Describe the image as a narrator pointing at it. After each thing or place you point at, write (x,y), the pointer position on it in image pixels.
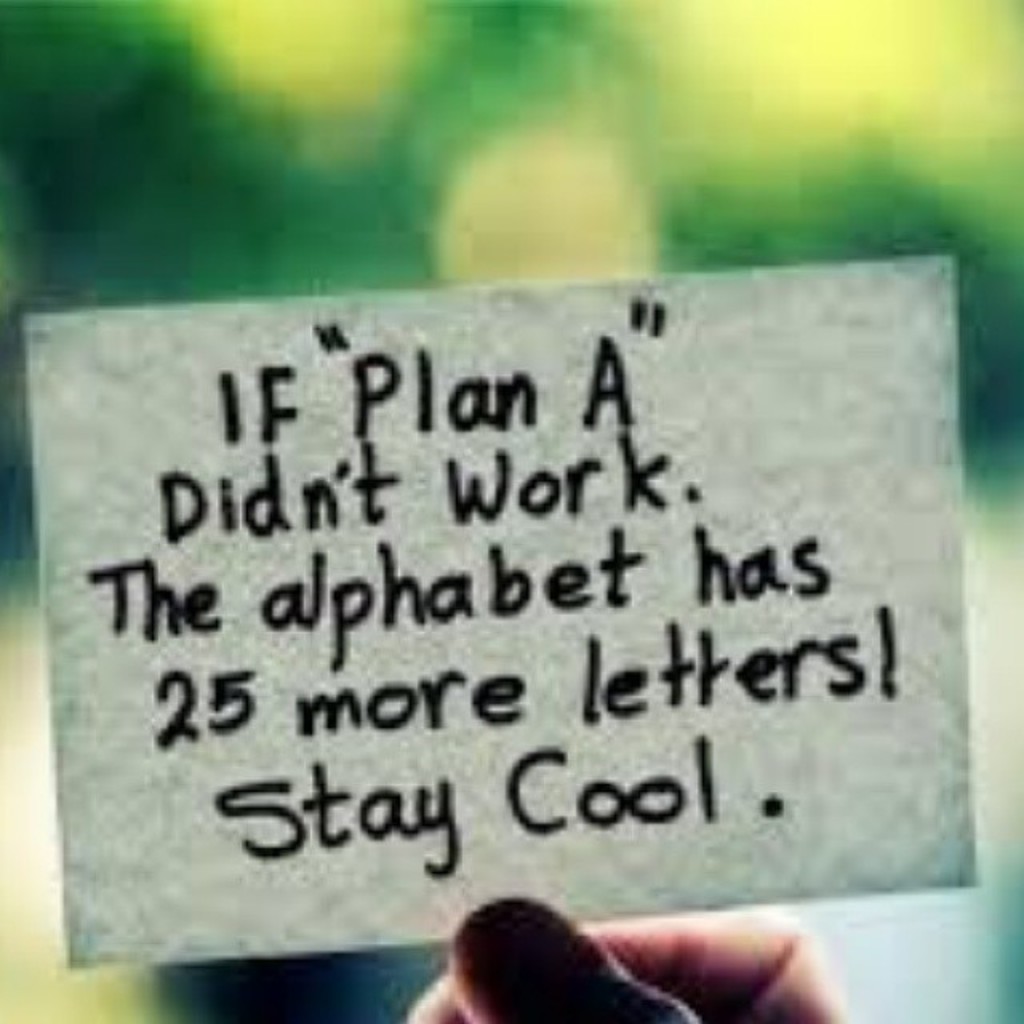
In this image we can see a person's hand (527,909) holding a card (539,579) with some text (633,558) on it, and the background (245,155) is blurred.
